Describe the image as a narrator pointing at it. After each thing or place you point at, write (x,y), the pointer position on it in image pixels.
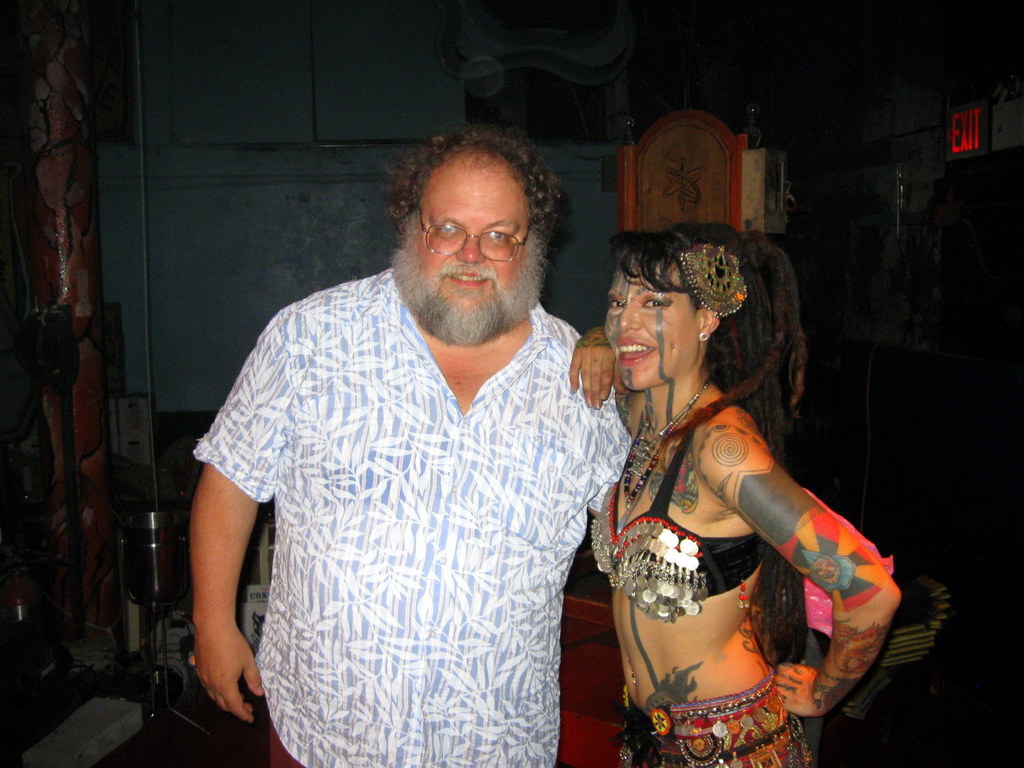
In the given picture i can see a men (380,283) and women (737,448) standing together, I can see women (652,364), She is painted all over the face (626,316), body (778,520) and i can see a men (541,334), Who is wearing specs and he is standing in a white color shirt (340,447) after that i can see behind this two people (372,405), i can a see exit board (963,151) and i can see a wardrobe (638,153) and also i can see a curtain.
